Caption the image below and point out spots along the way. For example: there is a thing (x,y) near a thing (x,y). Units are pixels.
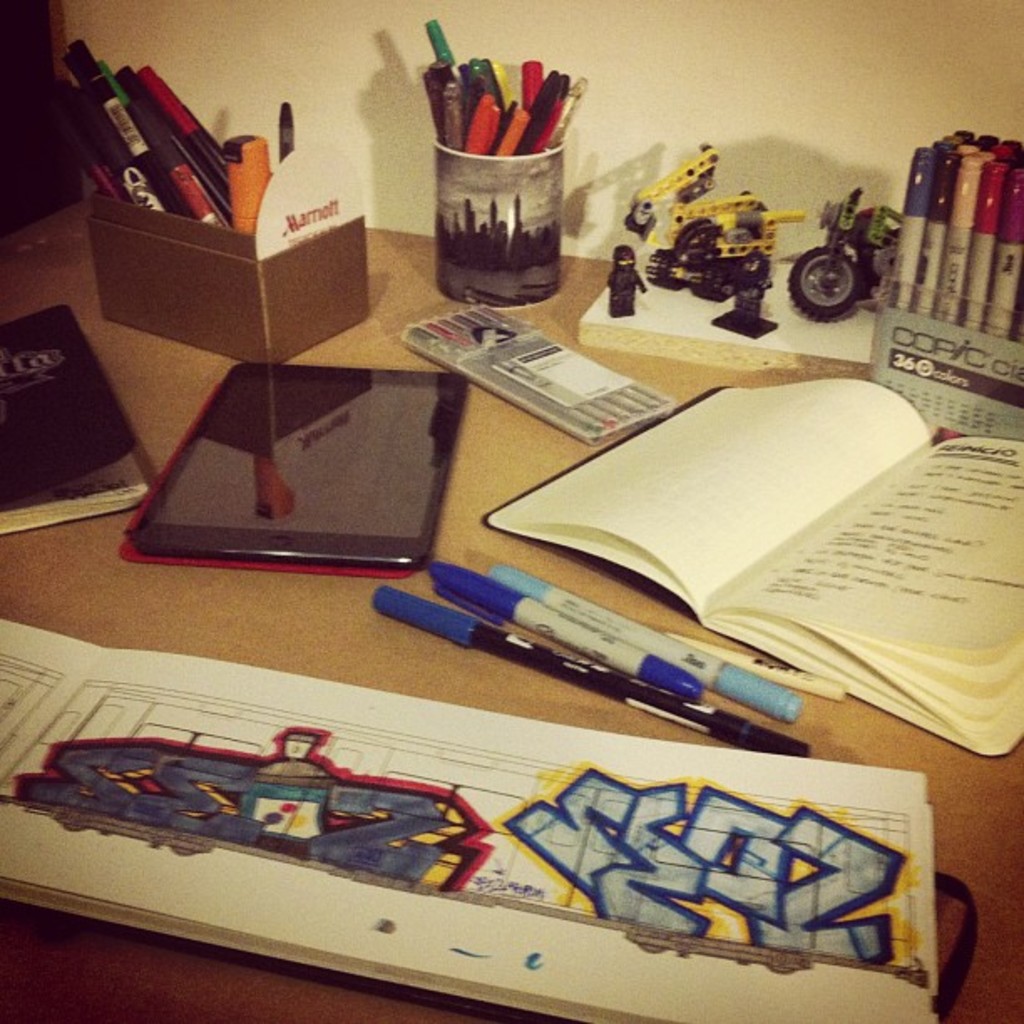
In this picture we can see books (669,532), pens (750,686), Tab (248,488), Box (261,276), Toy (684,240). On this background (797,47) we can see wall (876,103).
